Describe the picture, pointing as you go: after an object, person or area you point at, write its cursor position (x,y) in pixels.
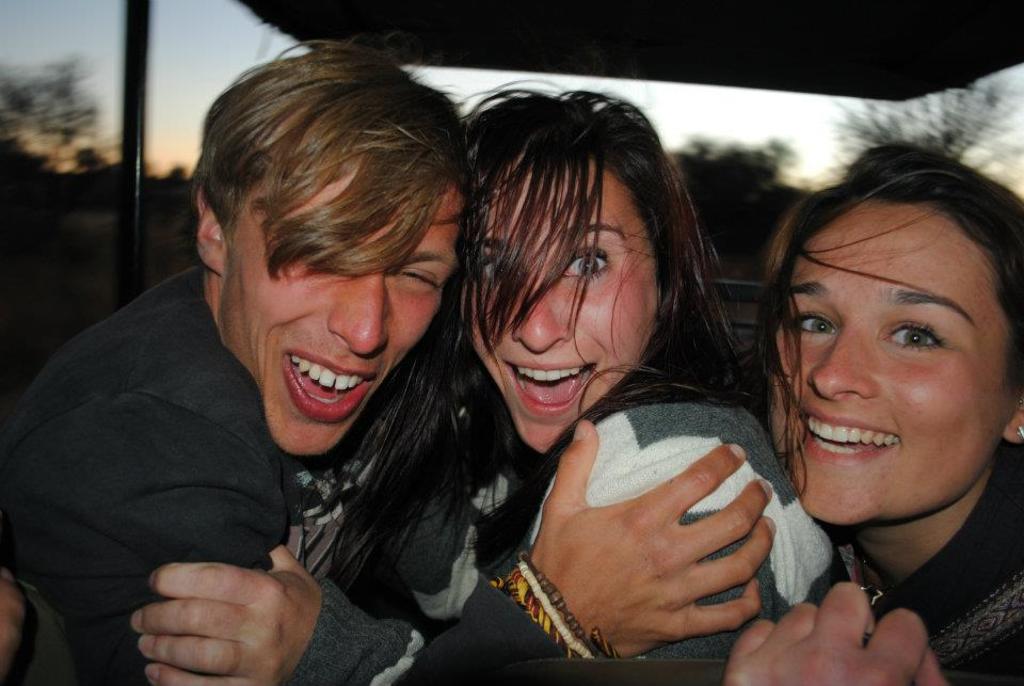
In this image I can see a person (158,429) wearing black colored dress (113,431), a woman (632,433) wearing grey and white colored dress (659,443) and another woman (945,504) wearing black color dress (966,600) are smiling. In the background (17,118) I can see few trees (159,194) and the sky (154,90).
